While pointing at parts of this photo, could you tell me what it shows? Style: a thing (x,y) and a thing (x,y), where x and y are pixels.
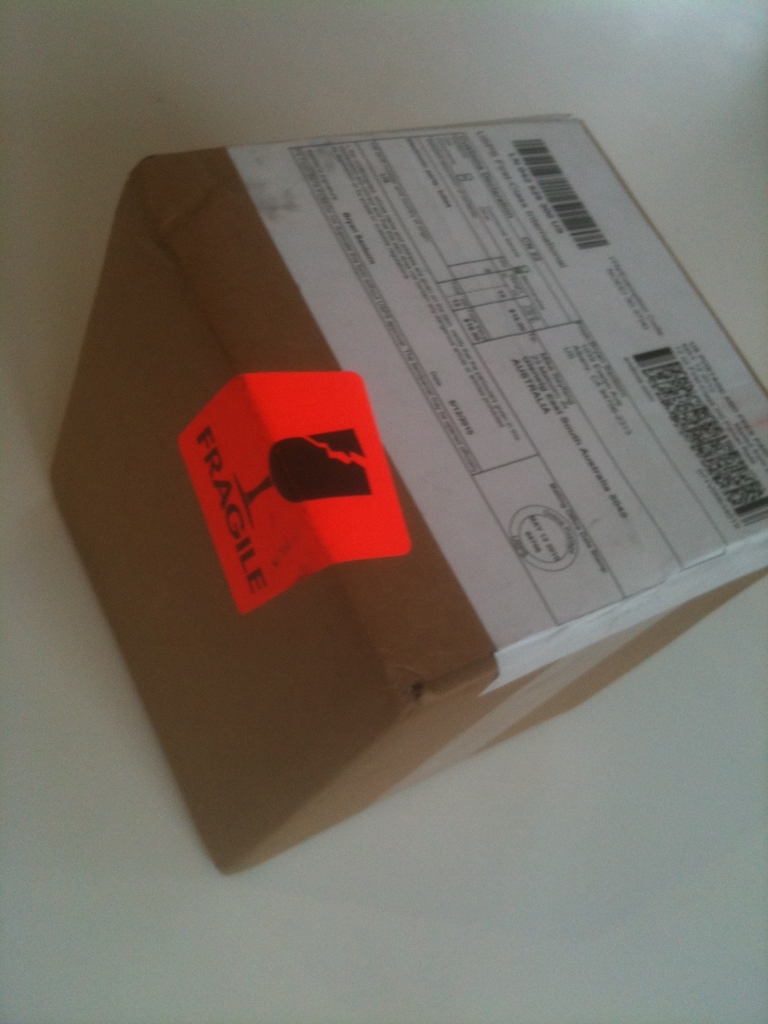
In this picture we can see a cardboard box (227,383) with stickers (345,390). Behind the cardboard box (213,331), there is white background (138,871).
